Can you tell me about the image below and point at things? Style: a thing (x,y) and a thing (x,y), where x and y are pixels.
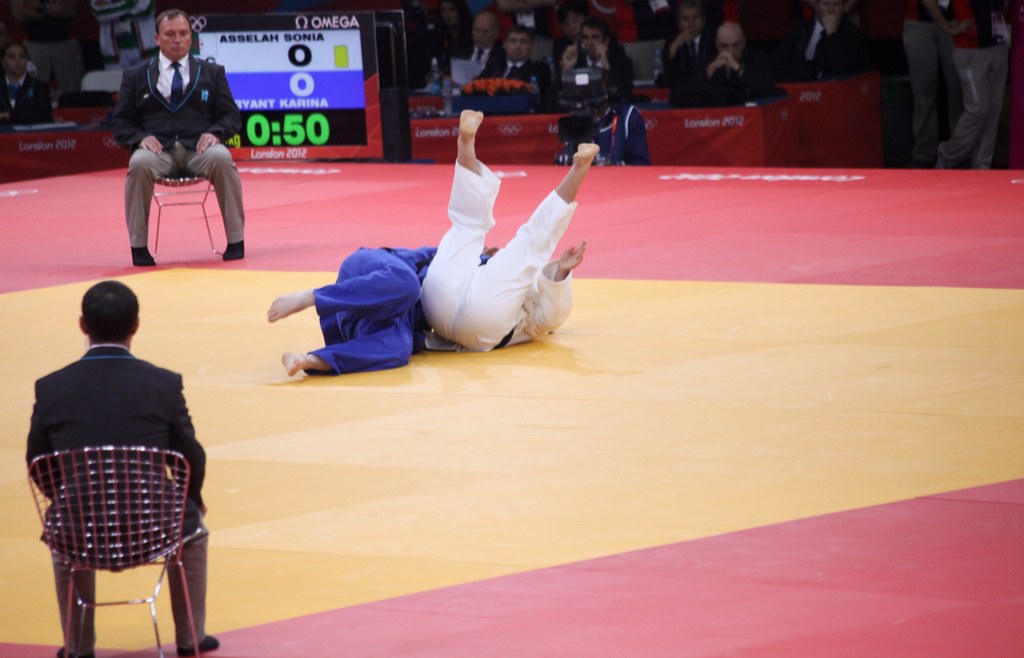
In this image there are two persons (458,264) fighting in the middle of this image (455,332). there are some persons (111,420) sitting on the chairs (133,562) on the left side of this image (156,380). There are some persons (609,28) sitting in the background (810,81). There is a scoreboard (303,91) on the top left side of this image (281,103).
